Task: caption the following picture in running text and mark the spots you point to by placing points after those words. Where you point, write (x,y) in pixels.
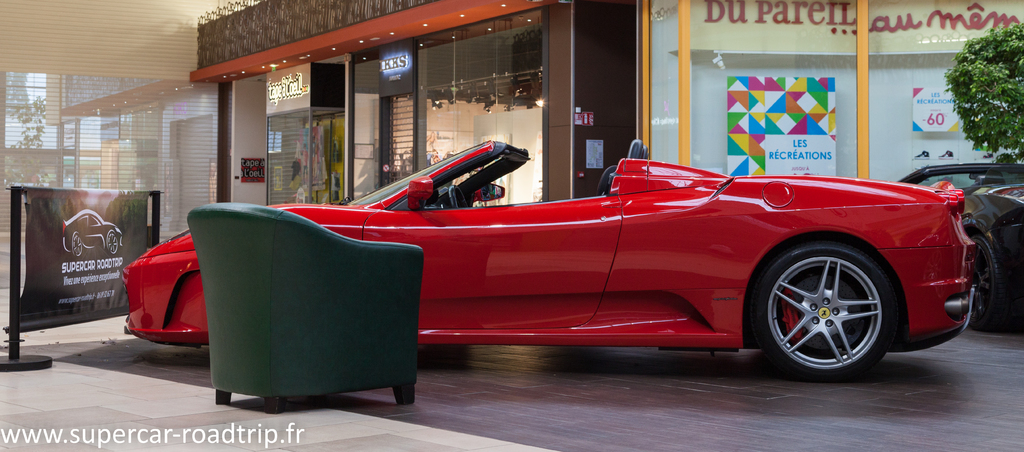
This picture shows couple of cars (717,188) one is red in color and other one is black in color and we see a chair (251,208) and a tree (985,104) on side and we see a advertisement banner (52,189) and a store (552,156) and we see couple of buildings (64,149) and a tree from the glass (35,82) and we see couple of posters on the glass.
